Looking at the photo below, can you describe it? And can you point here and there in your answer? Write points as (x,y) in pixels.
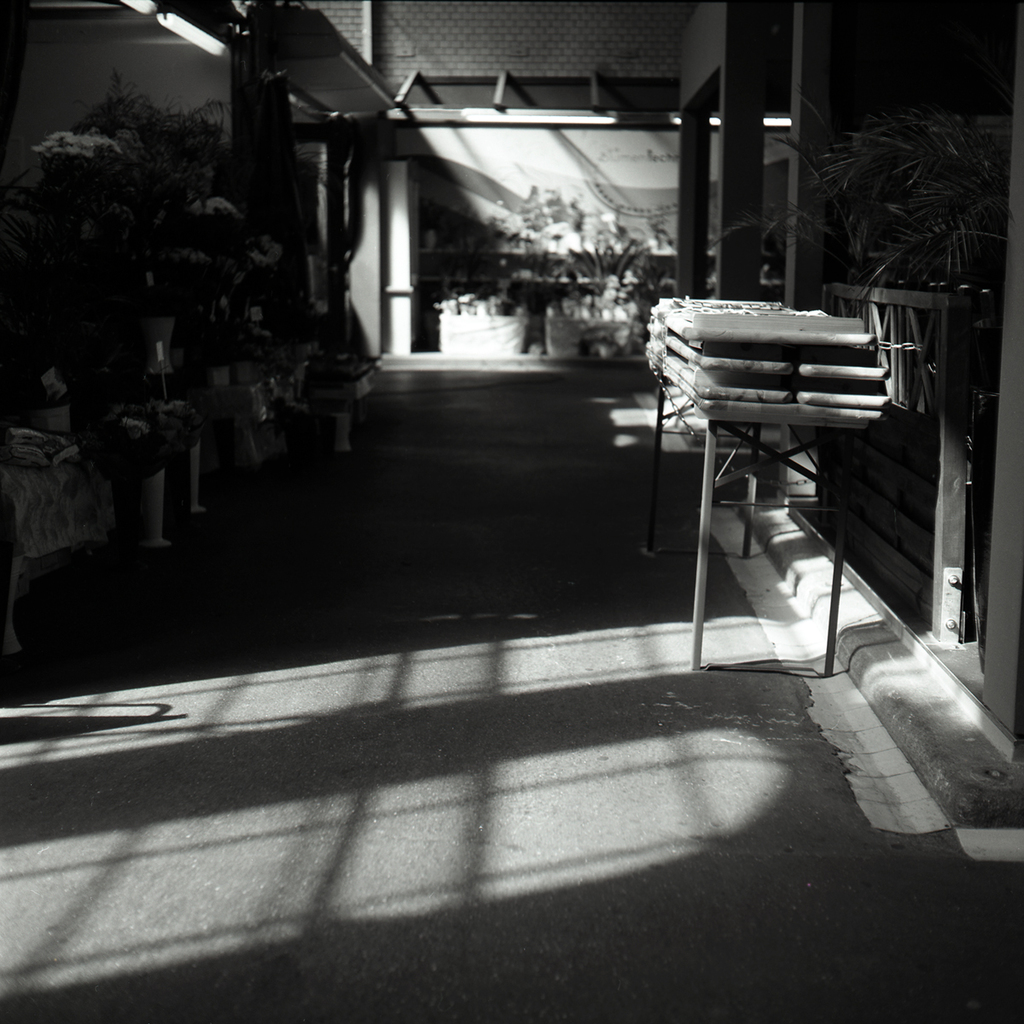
It is a black and white image. In this image we can see a table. We can also see the flower pots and also plants (615,268). Fence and wall (606,208) is also visible. At the bottom (422,810) there is road (440,874).
